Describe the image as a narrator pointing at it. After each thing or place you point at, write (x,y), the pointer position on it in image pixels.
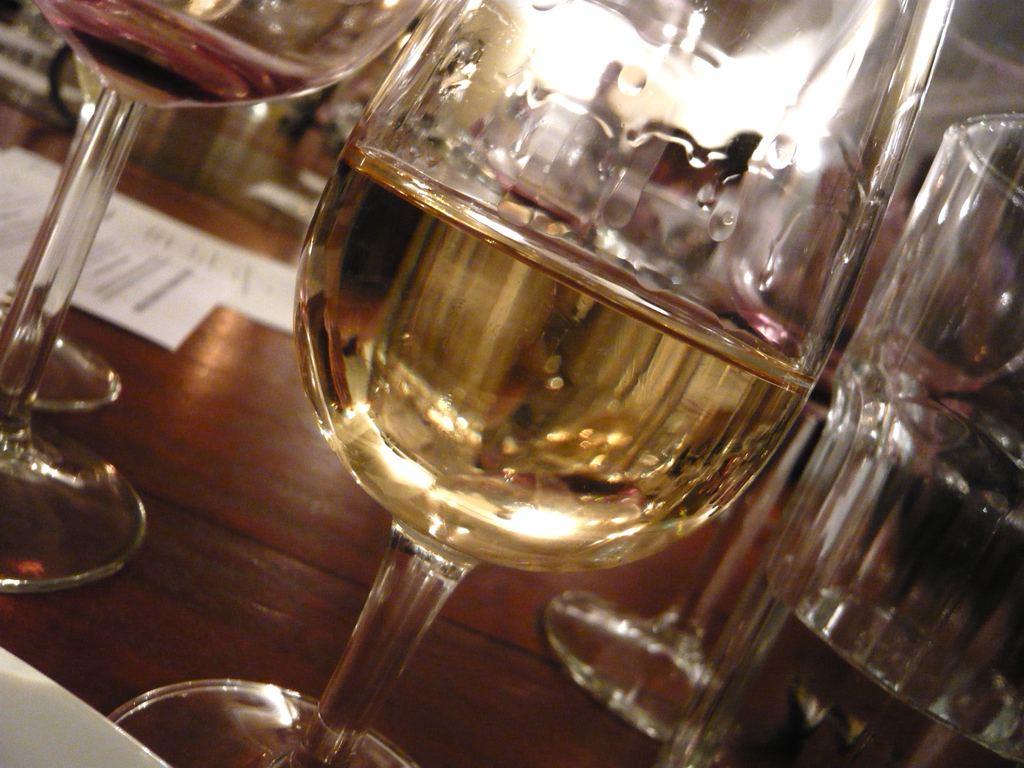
On this wooden surface (187,496) we can see glasses (344,326) with liquid (679,395) and papers (279,280).
